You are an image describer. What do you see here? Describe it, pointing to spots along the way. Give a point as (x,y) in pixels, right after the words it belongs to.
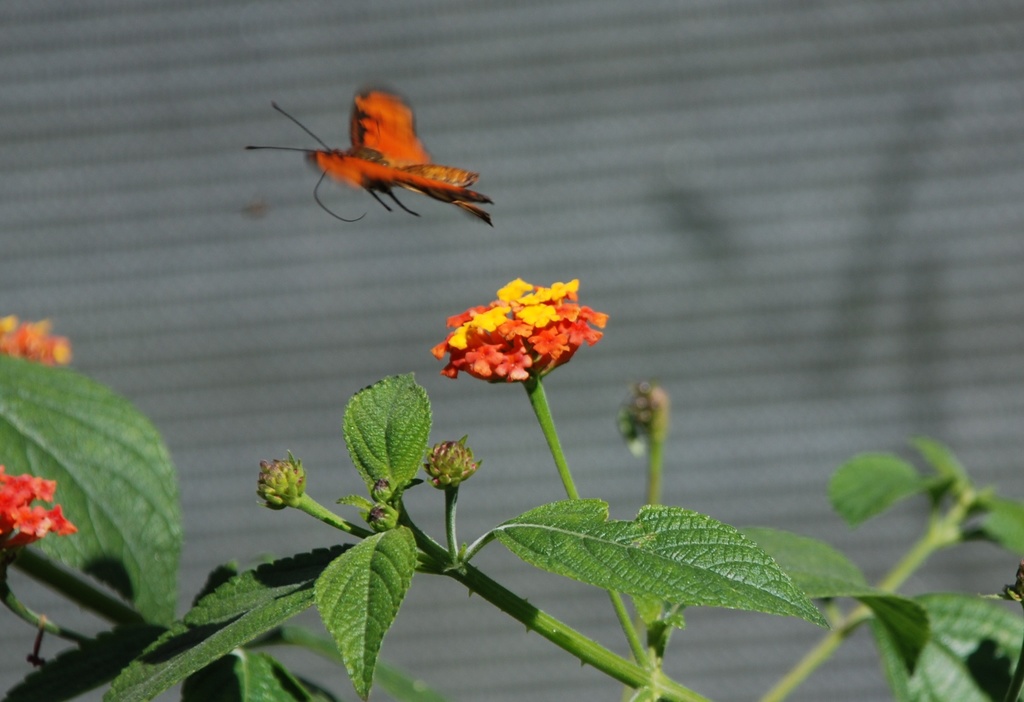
In this image, we can see some plants (478,310) with flowers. We can also see a butterfly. We can see the gray colored background (735,63).
